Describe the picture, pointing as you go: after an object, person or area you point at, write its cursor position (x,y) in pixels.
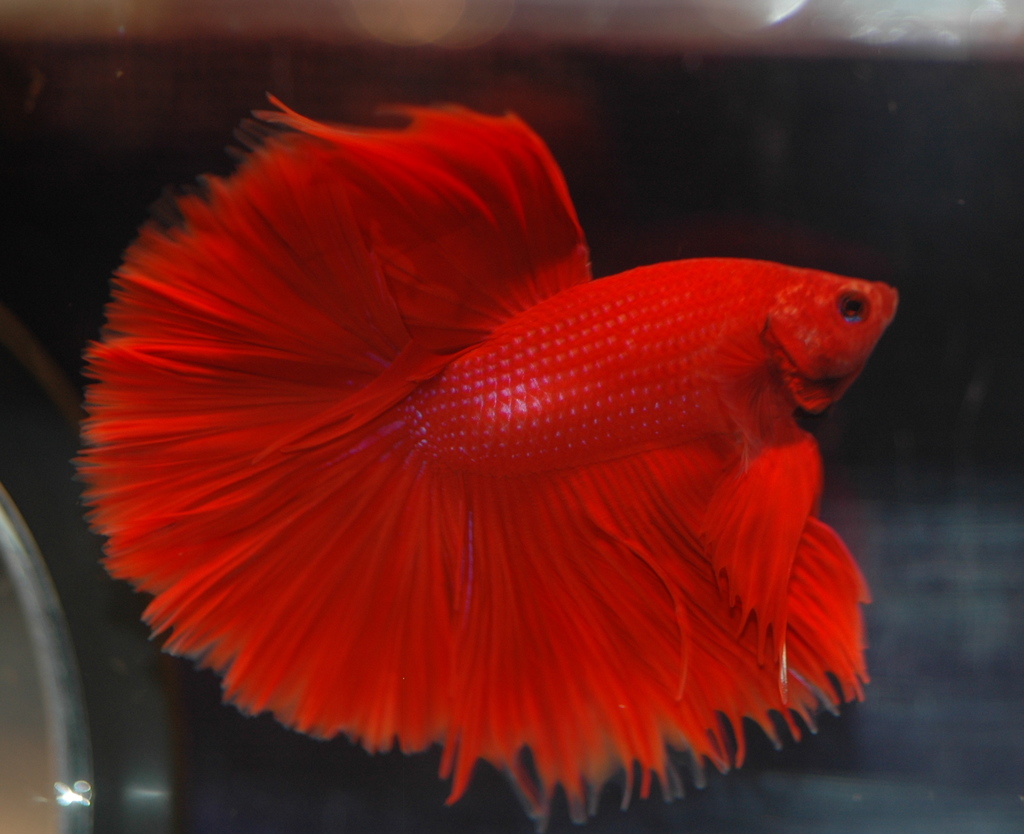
In this image we can see a fighter fish (535,425).
